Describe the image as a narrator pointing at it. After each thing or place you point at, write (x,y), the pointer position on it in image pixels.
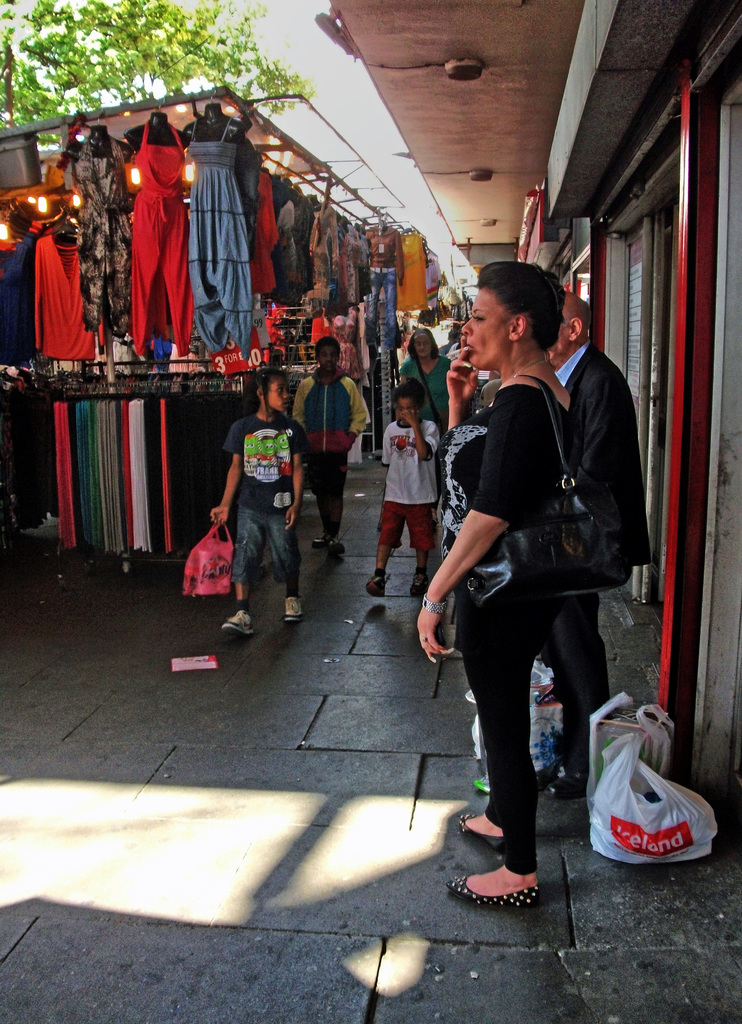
In this image I can see the group of people (336,548) with different color dresses (479,711). I can see few people (448,573) with the bags (230,541). I can see some bags (606,792) on the road (375,808). To the right (709,275) I can see the building (679,138). In-front of these people (246,534) I can see many clothes (130,399) and few clothes (105,191) to the mannequins (143,173). In the background (237,7) I can see the trees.
